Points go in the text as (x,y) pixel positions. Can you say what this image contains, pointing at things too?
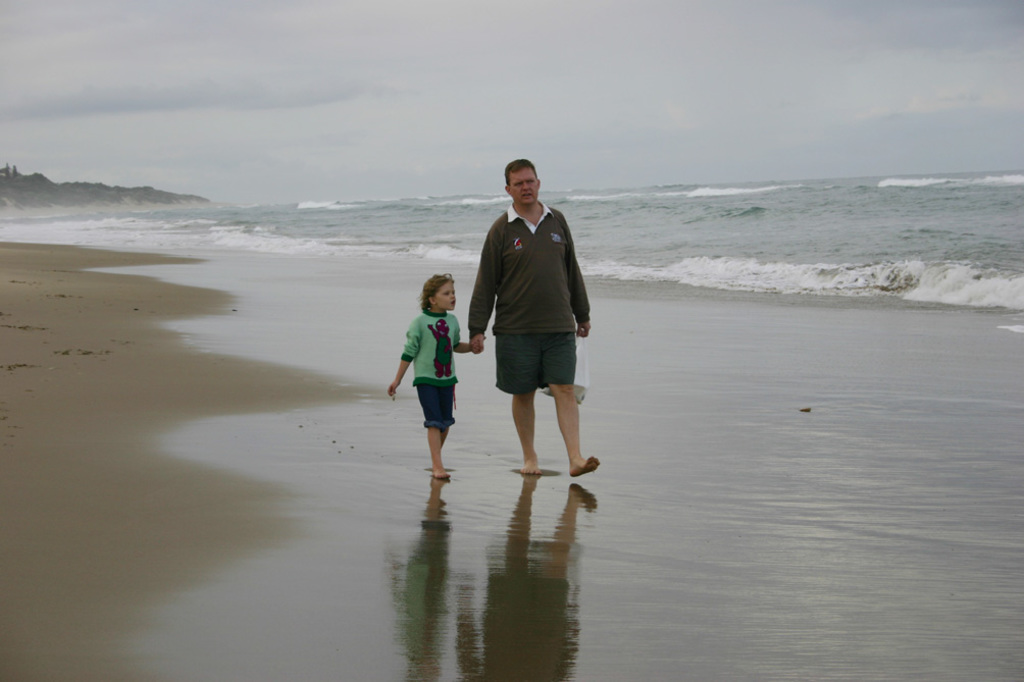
In the image there is a man (566,336) and a kid (451,320) walking on the side of the beach (226,255) and on the left side (78,181) background (11,191) it seems to be a hill (111,194) and above its sky (612,149) with clouds (519,131).
